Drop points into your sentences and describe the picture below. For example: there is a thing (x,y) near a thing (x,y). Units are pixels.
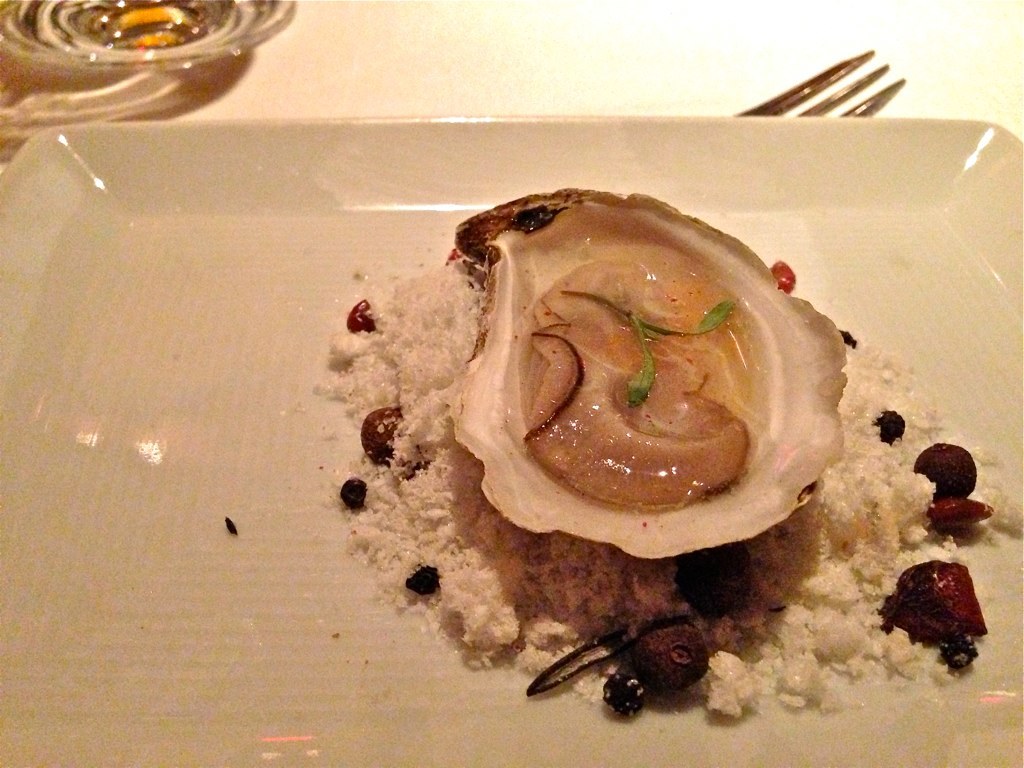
This image consists of an oyster (520,387). It is kept in a tray (52,707). And we can see a fork (790,108) in this image.
